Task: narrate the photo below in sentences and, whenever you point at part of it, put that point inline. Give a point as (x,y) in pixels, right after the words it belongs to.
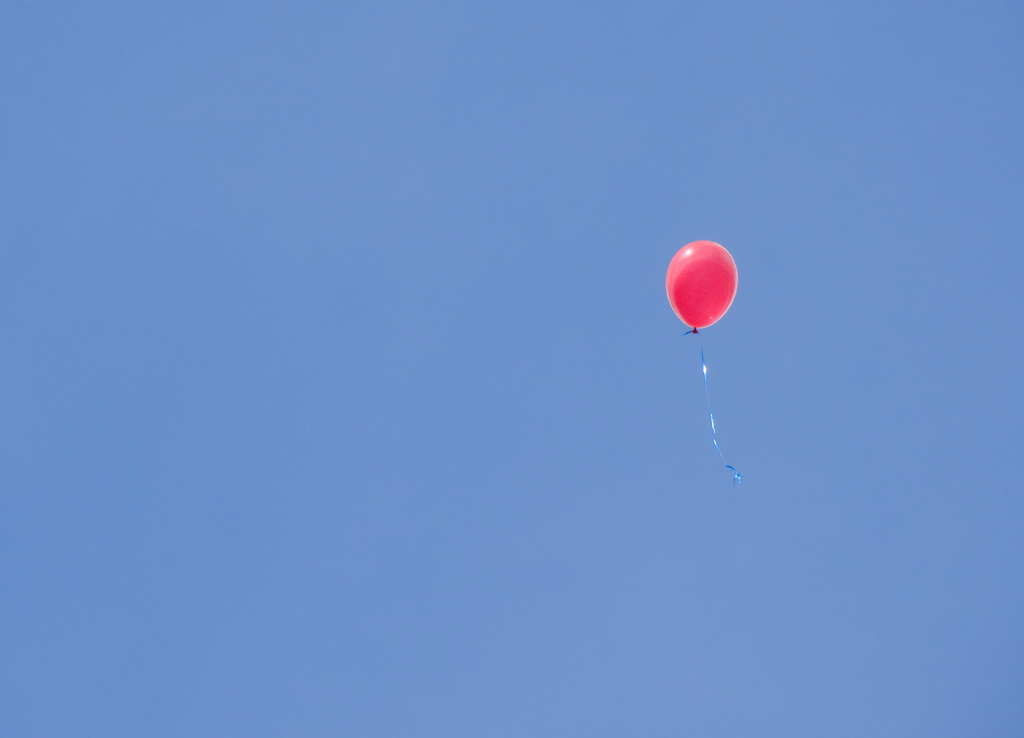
In the picture we can see a sky (393,479) which is blue in color with a balloon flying in the air (377,359) which is pink in color with blue color ribbon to it.
